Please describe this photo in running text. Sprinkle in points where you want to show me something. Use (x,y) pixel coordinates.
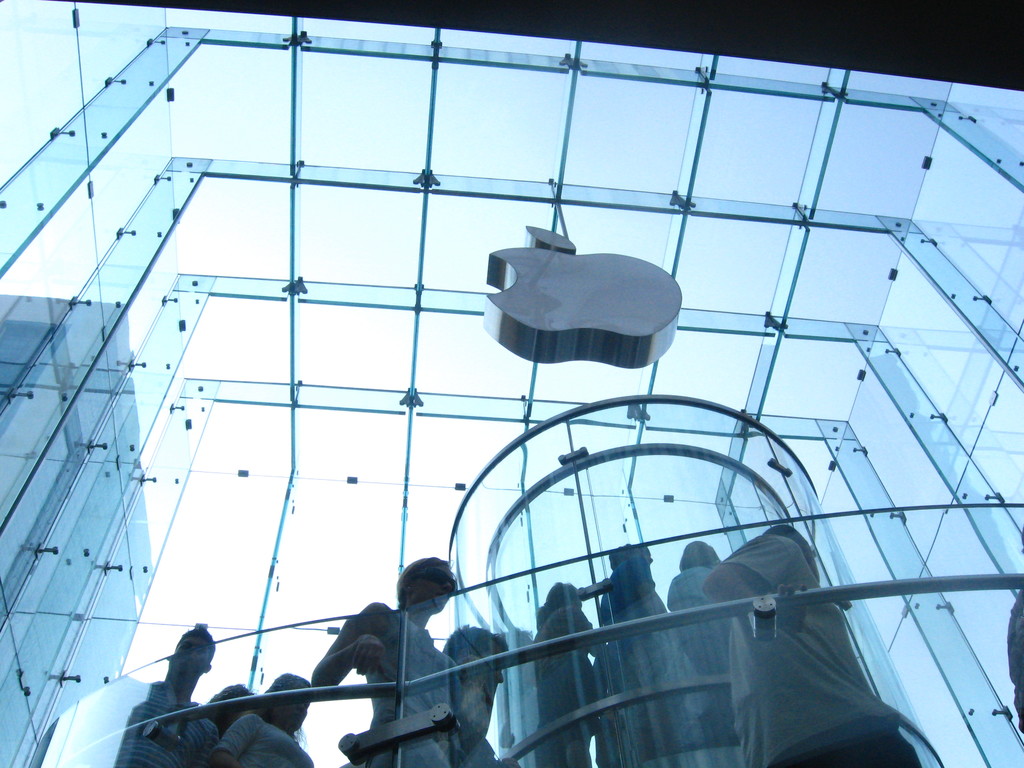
In this picture I can see glass building (523,569) from the glass (130,477) I can see another building (62,471) on the side and I can see few people (459,654) standing and I can see blue sky (377,115).
